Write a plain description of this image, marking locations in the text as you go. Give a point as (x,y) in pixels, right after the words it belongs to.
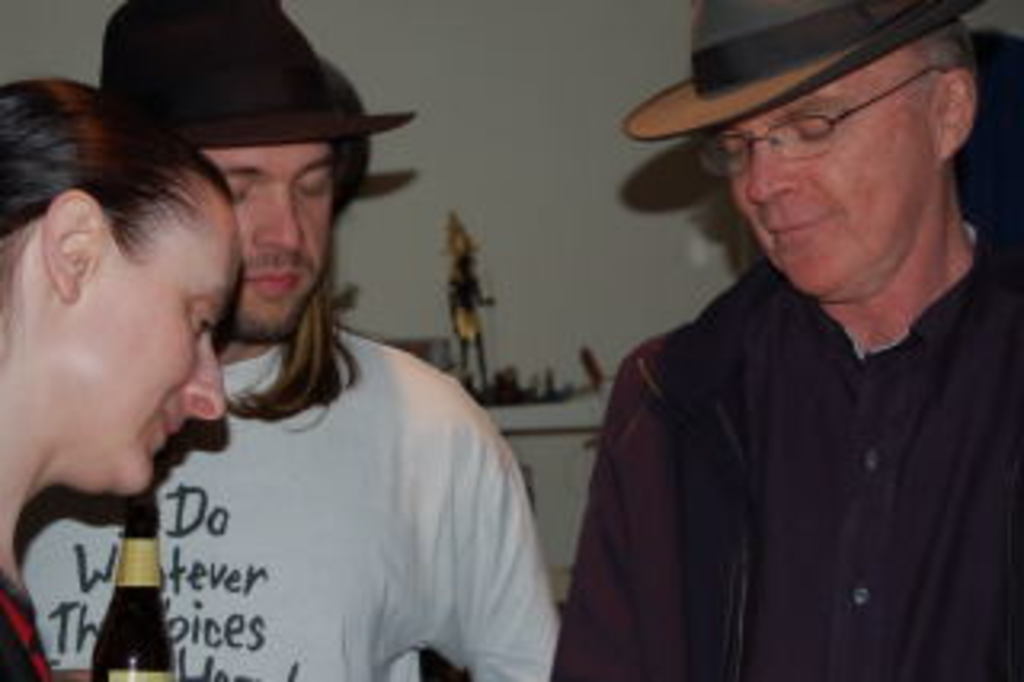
In this image I can see there are three person (953,521) standing and the person (945,467) on to right (850,140) is wearing a cap (786,26) and spectacles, there is another person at left (120,627) holding a wine bottle (135,643) and the person (268,153) at the center (369,384) is wearing a cap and there is a wall (556,309) in the backdrop (570,328) and the backdrop (505,262) is blurred.
